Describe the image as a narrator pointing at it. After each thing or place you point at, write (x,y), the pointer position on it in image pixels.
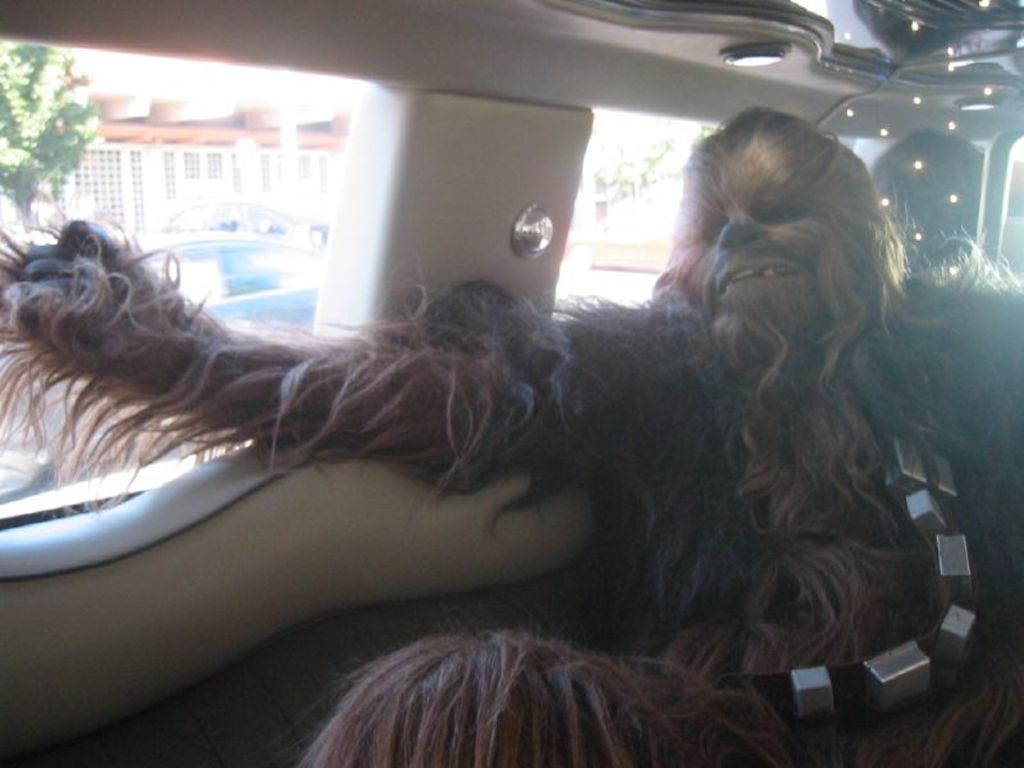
In this picture we can see the brown color chewbacca (650,480) is sitting in the car (984,76) and smiling. Behind there is a white building (190,172) and tree (32,157).
